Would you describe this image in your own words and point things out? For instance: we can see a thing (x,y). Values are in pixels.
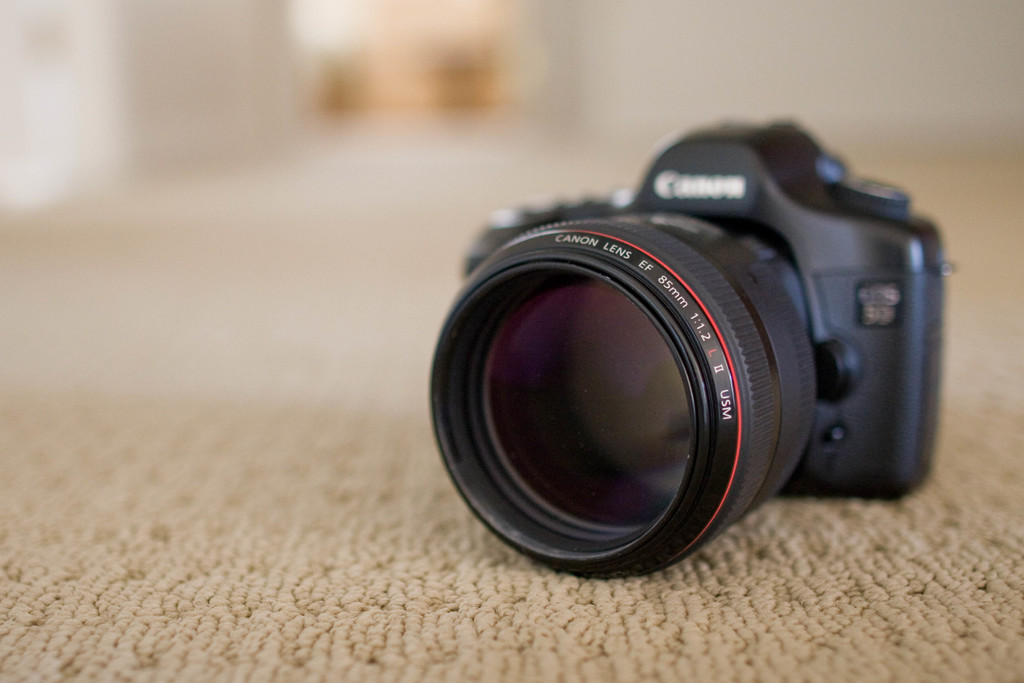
In front of the image there is a camera (526,446) on the mat (331,521) and the background of the image (438,21) is blur.
